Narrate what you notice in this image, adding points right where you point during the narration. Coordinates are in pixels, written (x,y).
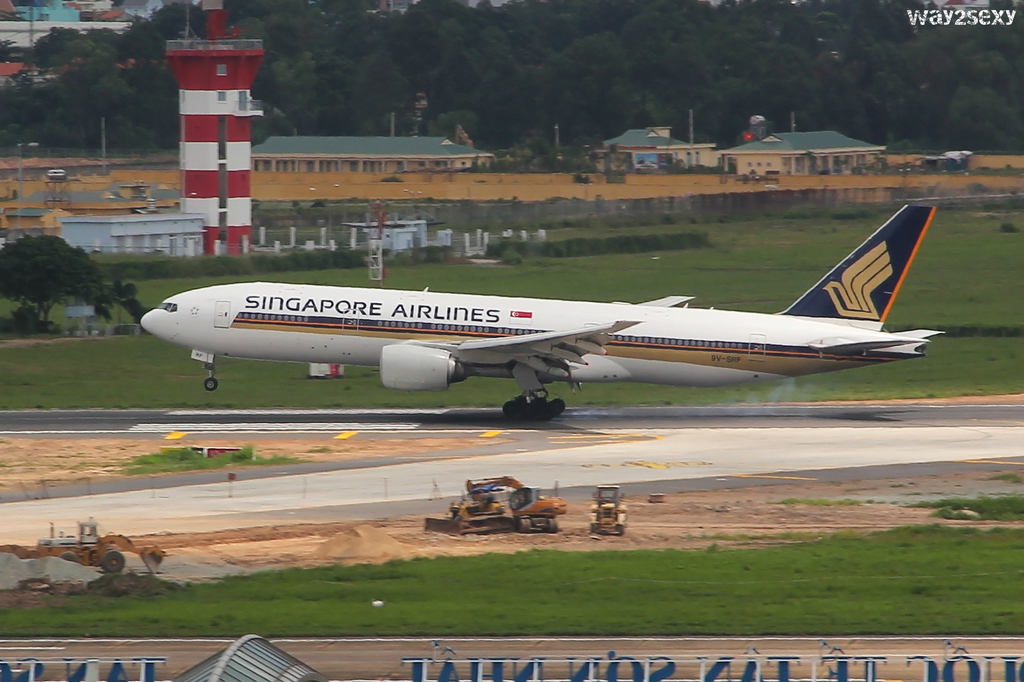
In this image in the center (413,319) there is an airplane (618,340), and at the bottom of the image (274,632) there is runway (99,649) grass (808,547) and some vehicles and some rock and at the bottom (650,680) there are objects (936,668). In the background (124,193) there are buildings (856,153), trees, towers (191,157), poles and objects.
